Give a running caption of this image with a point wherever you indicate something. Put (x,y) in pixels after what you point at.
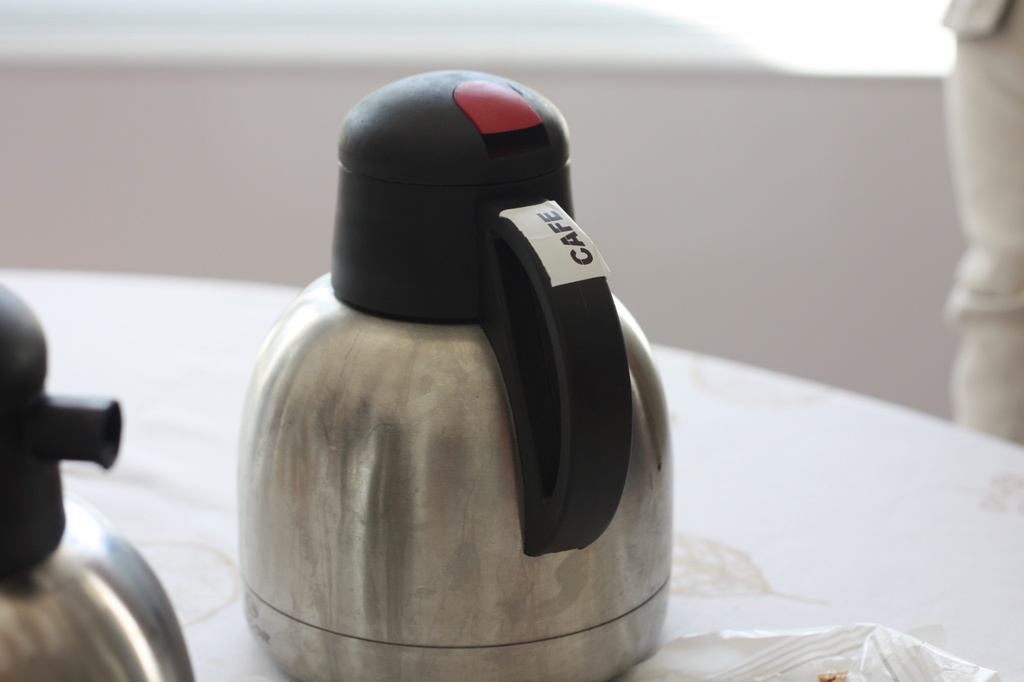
In this image we can see two kettles (417,490) on the white table (763,469). We can also see a paper (554,235) with text (569,238) attached to the handle (557,375) of the kettle (572,471). There is also a tissue (726,656). In the background (335,119) there is wall (865,126) and also some person (1012,257) on the right (991,268).
